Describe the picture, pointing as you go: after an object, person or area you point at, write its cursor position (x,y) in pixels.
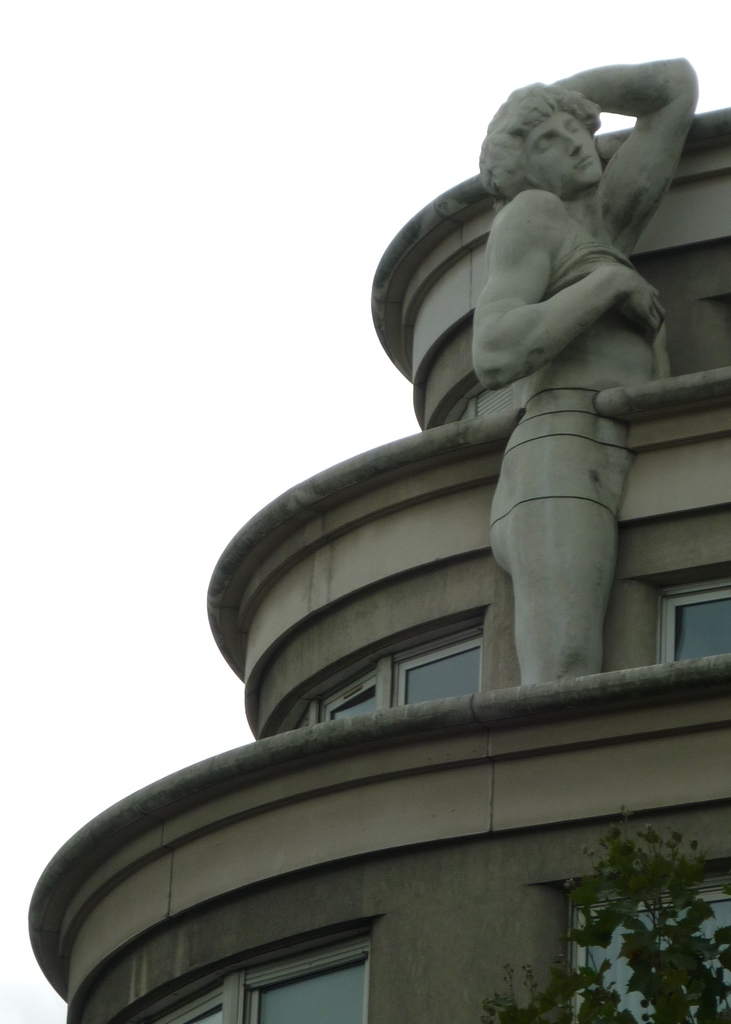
In this image, we can see a human statue (540,520) on the building (495,847) and there is a tree (685,975) on the bottom right (685,975).
